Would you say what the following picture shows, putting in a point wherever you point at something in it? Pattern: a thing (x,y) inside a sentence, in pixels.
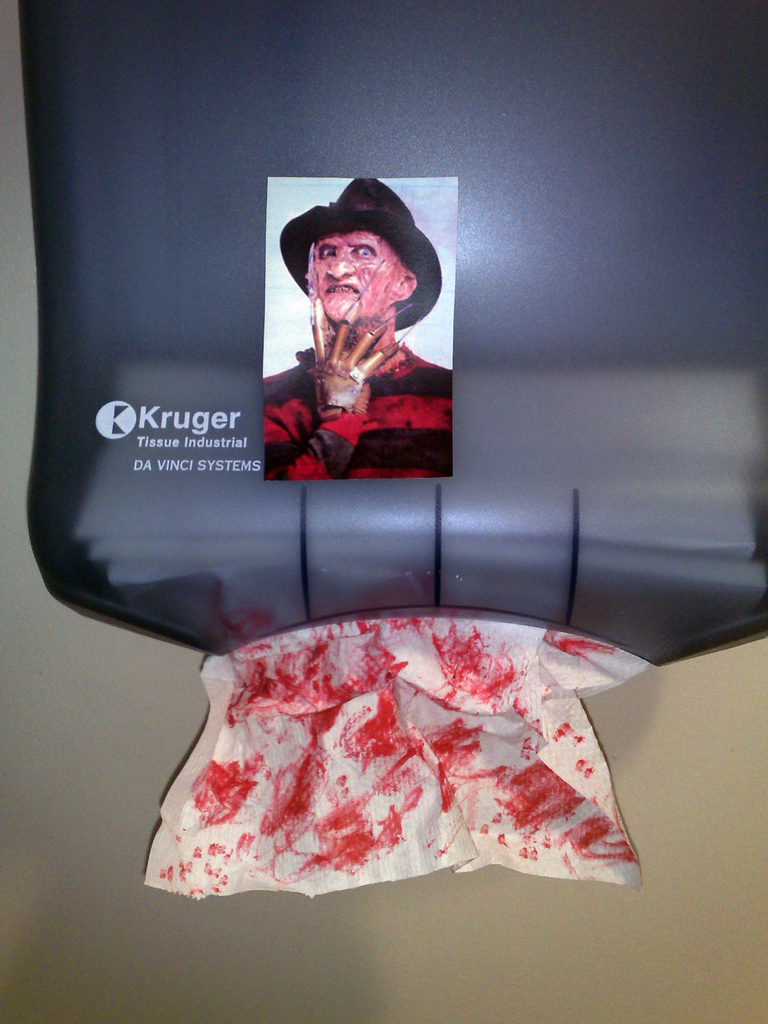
In this image there is a tissue holder (767,500) and on top of it there is a picture (340,423) of a person (347,372).
